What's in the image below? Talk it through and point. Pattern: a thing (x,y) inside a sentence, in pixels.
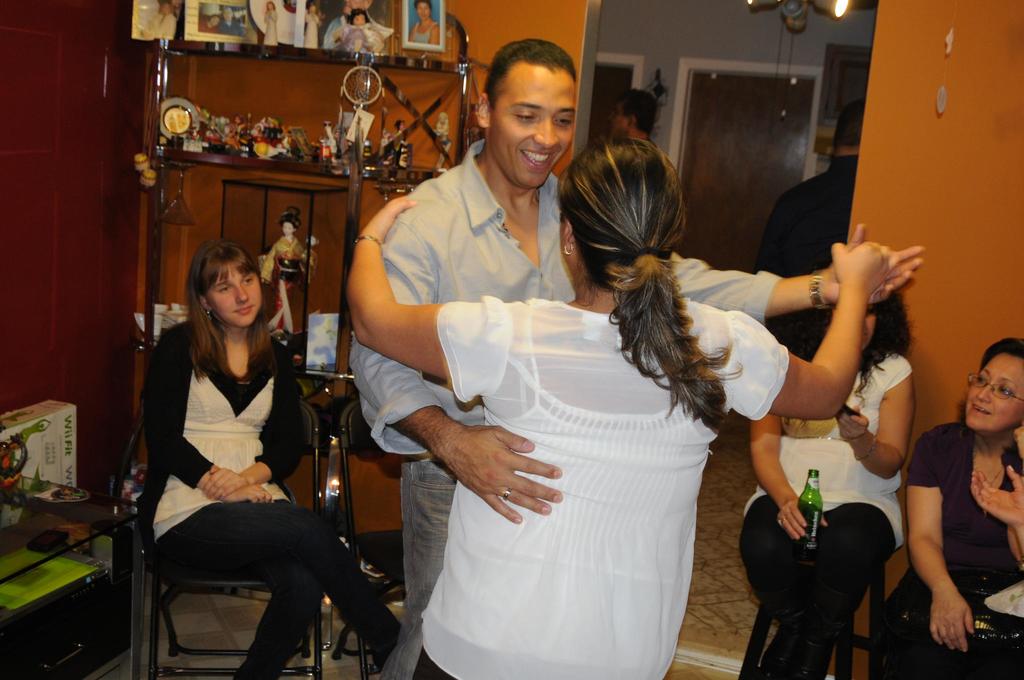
In this image i can see a woman (475,318) and a man (488,234) dancing at the back ground (854,482) i can see three other women (834,491) sitting on a chair (135,451), a wall (16,303), few toys (360,25), a frame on a rack (356,165) and a door (715,147).
